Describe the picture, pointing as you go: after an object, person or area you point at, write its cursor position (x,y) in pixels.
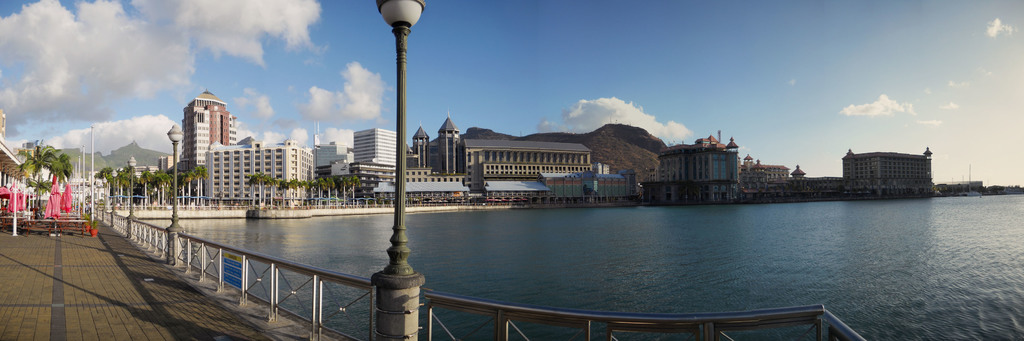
In this picture there is a bridge (92,266) with iron railing (153,246) and lamp post (391,300). Behind there is a river water (386,242). In the background (380,175) there are some buildings (658,164) and above we can see blue sky (497,94) and clouds (613,105).
